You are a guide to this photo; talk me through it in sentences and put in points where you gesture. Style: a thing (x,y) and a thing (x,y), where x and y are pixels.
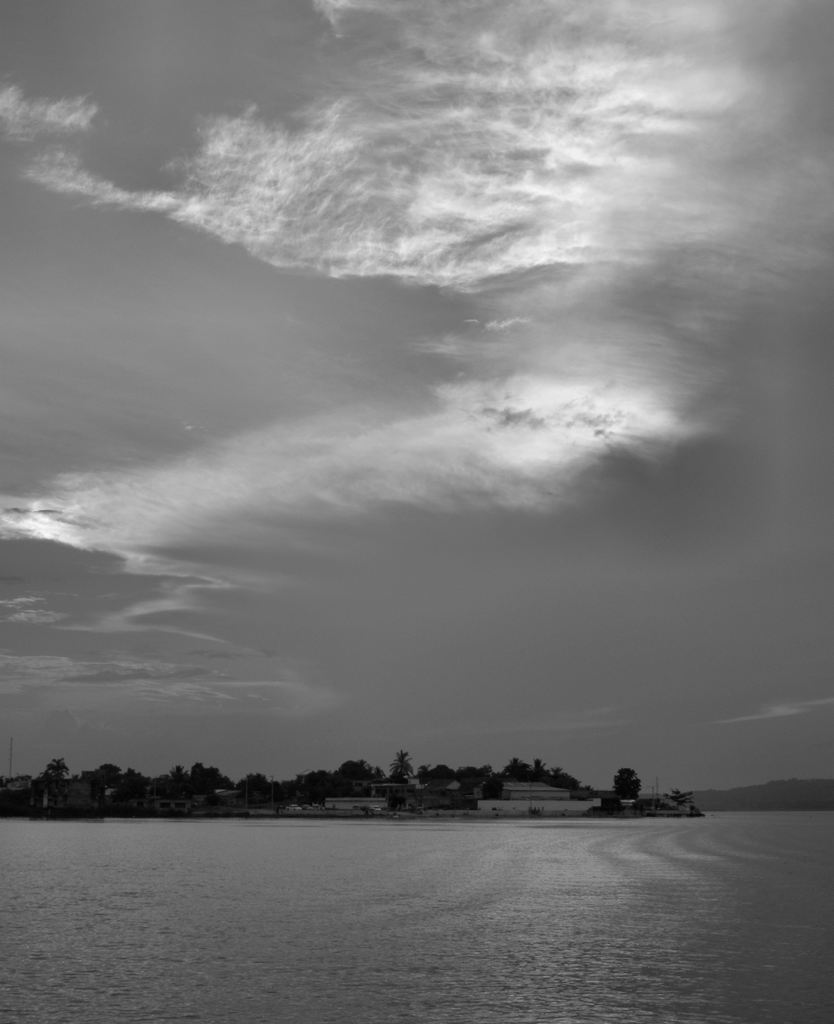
In this image at the bottom (528,1000) there is water (453,897). In the middle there are trees (568,780) and houses (546,790). At the top (379,323) it is the sky (292,325).
